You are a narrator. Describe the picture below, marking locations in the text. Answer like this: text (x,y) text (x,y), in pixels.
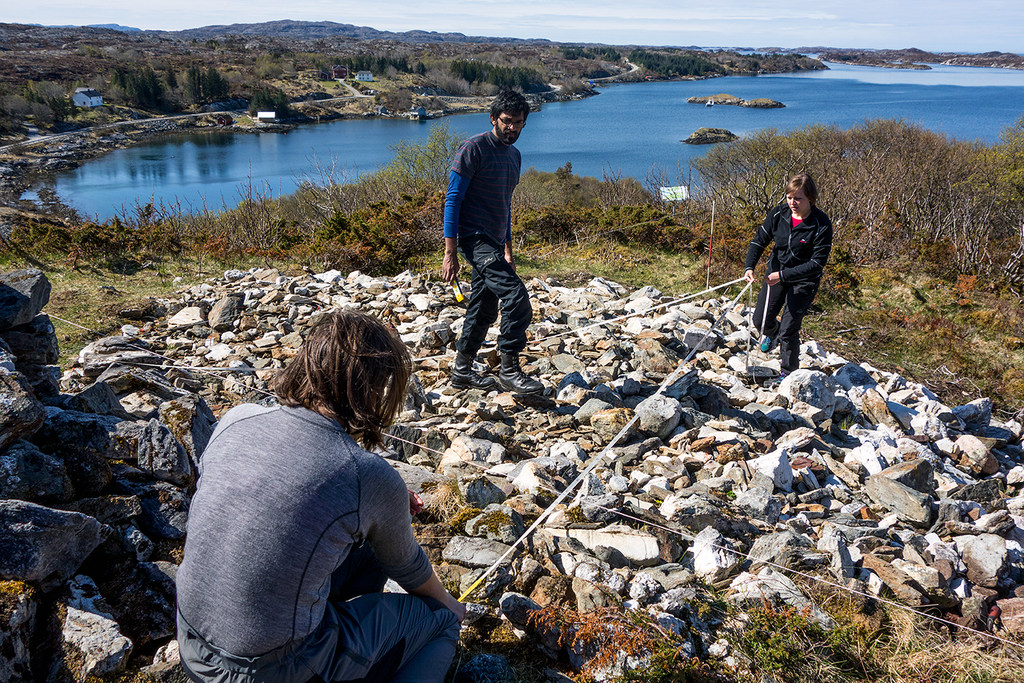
In this image, we can see persons (481,279) wearing clothes (429,567). There are some plants (752,196) and rocks (737,453) in the middle of the image (469,429). There is a lake (368,140) at the top of the image (623,104).
